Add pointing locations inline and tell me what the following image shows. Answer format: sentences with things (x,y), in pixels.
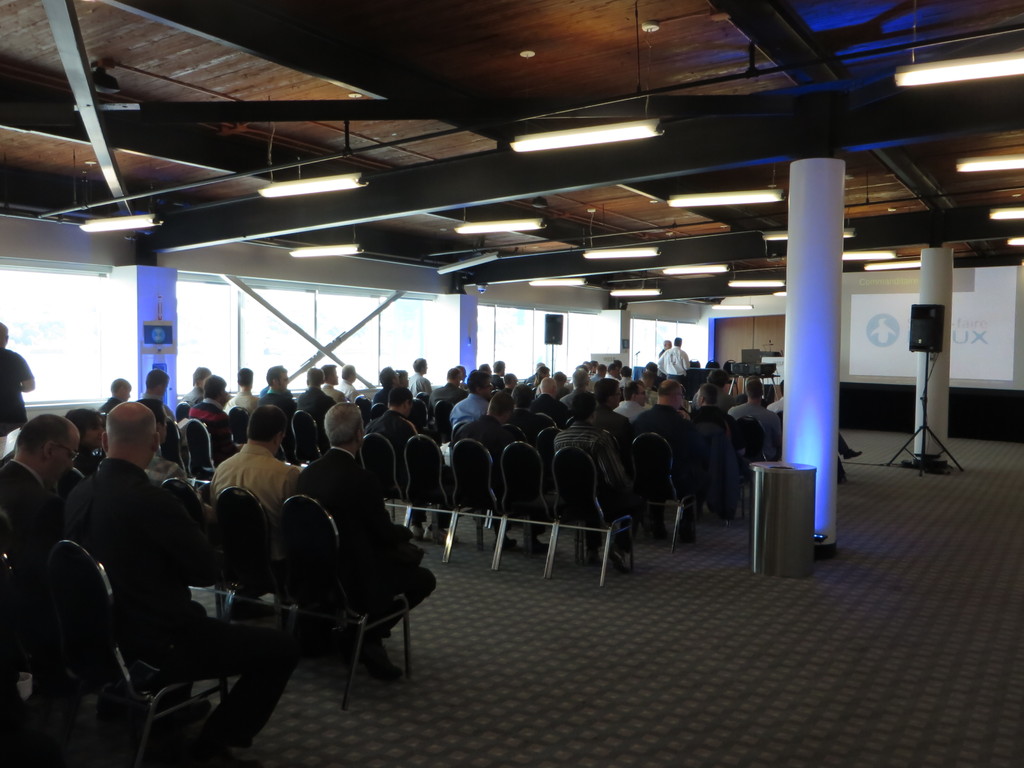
In this picture I can see there are a few people (485,438) sitting in the chairs (441,451) and there are few pillars (820,385) and there is a screen (1009,282) at right side (880,314), there is a glass window (317,309) at left side (301,314).
